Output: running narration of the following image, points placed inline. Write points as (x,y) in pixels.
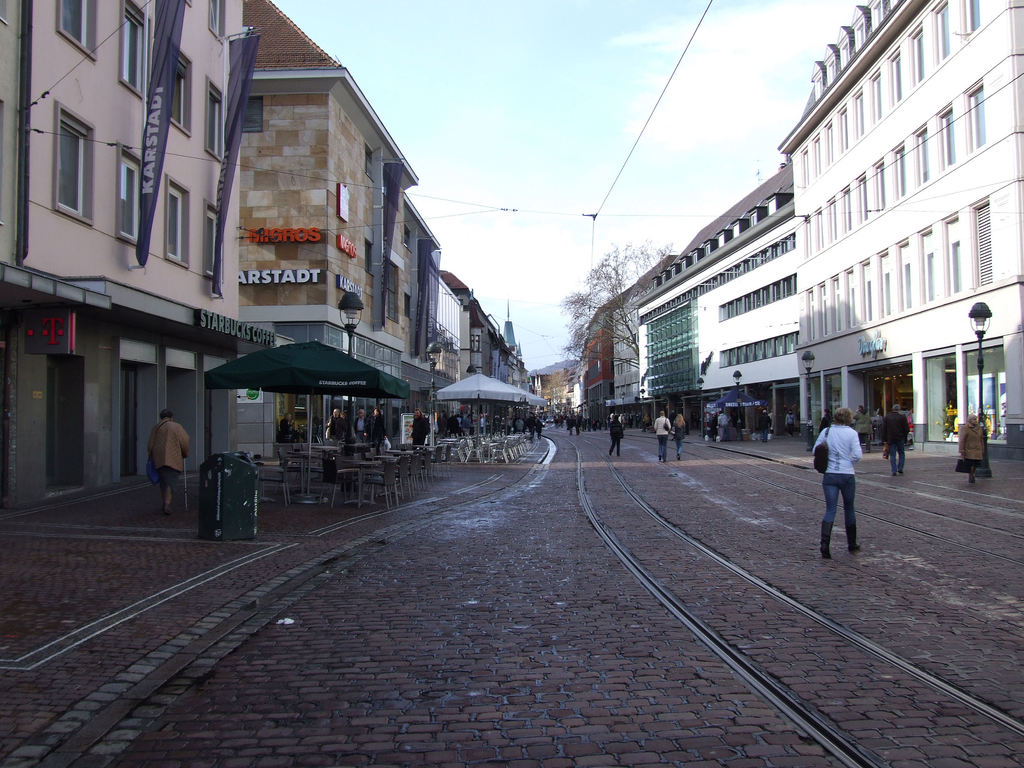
In this image there is a road (583,508) in the middle (598,454). On the road (656,561) there is a track (720,589). There are buildings (300,271) on either side of the road (721,602). At the top (517,100) there is sky (517,100). On the left side (321,390) there are tents (493,393) under which there are chairs (462,442). On the road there are few people (767,418) walking on it. On the right side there is a tree (617,304).
